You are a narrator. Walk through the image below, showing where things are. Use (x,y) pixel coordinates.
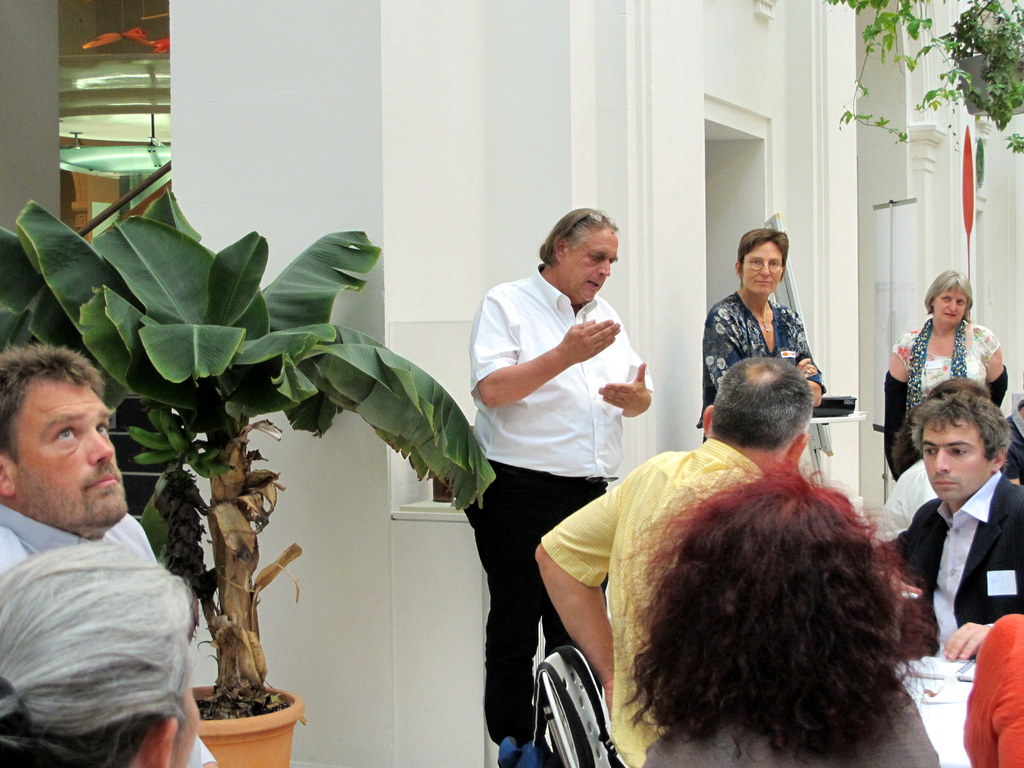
In this image there are a few people (582,615) sitting in chairs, in front of them on the table (956,714) there are some objects (928,683), behind them there are a few people (583,414) standing, behind them there is a plant (266,354) and there is a building (368,195).
